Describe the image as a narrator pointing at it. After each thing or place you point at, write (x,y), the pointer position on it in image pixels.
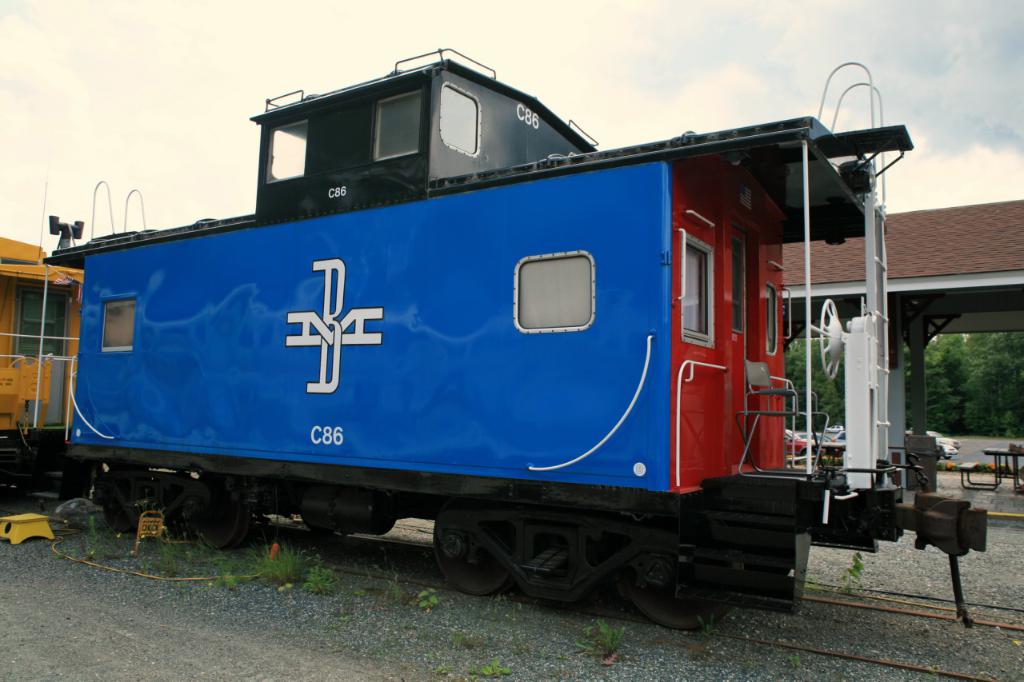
Here we can see a train (514,372) in the picture, and here are the trees (985,424), and at above here is the sky (538,37).
